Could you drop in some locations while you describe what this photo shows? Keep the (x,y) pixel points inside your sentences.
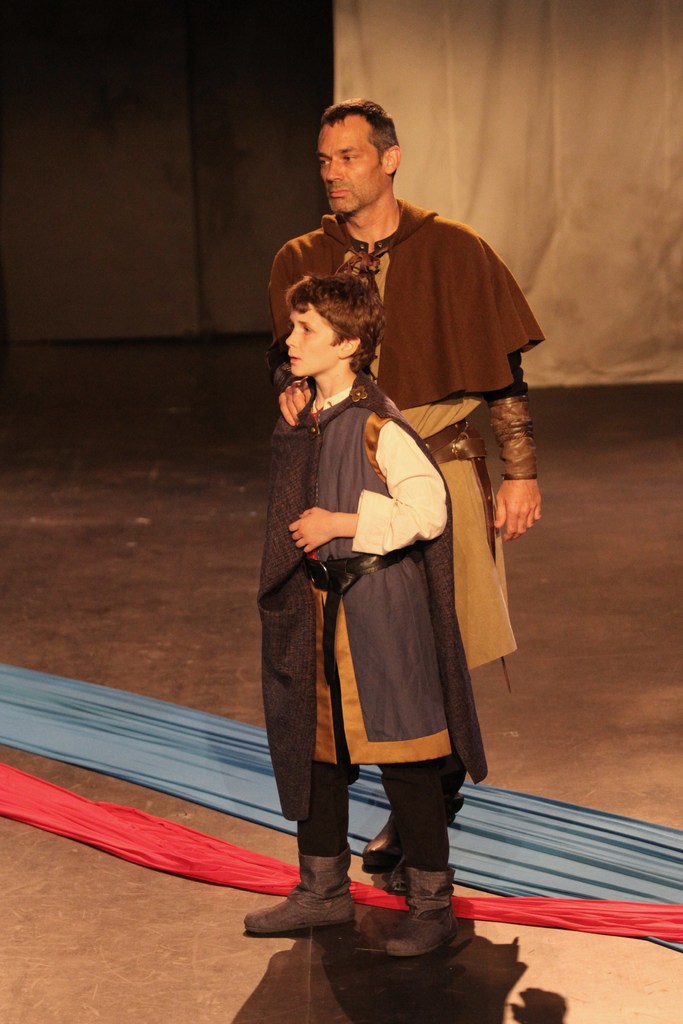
In the image there is a boy (303,566) standing in front of man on a stage (23,985) with curtains (146,94) in the background (315,114).
